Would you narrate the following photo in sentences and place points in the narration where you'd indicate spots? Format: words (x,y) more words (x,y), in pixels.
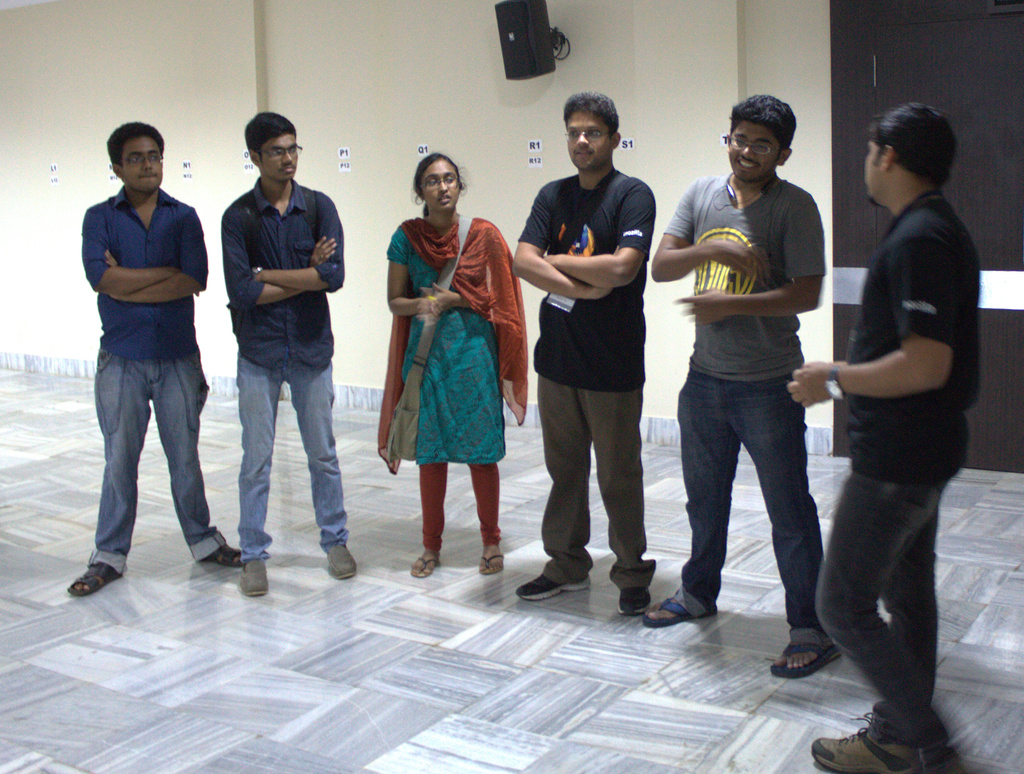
In this image in the center (622,415) there are some people (281,351) who are standing and one girl (442,331) is wearing a bag (445,274), at the bottom (332,627) there is a floor (726,645). In the background (108,117) there is a wall (754,94), on the wall (649,55) there is one speaker (550,44) and on the right side (965,161) there is one door (993,419).
